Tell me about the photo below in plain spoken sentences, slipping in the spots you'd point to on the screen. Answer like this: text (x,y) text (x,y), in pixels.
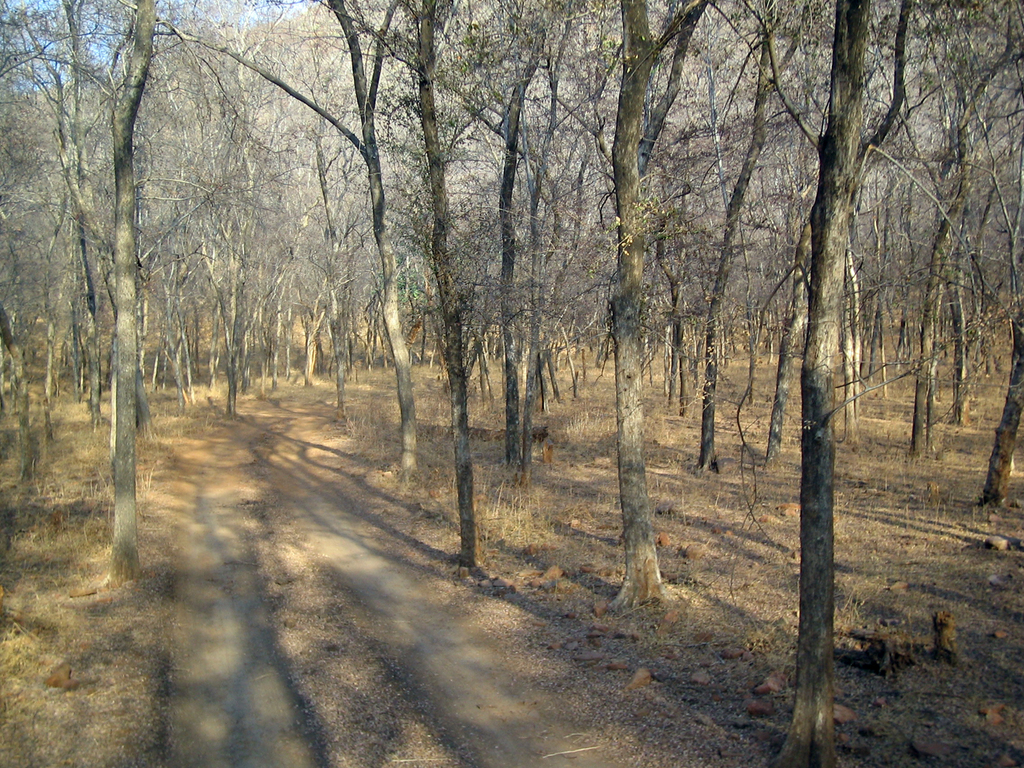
The image is taken in woods (70,225). In this picture there are trees (643,474), shrubs (484,490) and grass (601,511). In the center of the picture (382,501) it is path (331,646).
